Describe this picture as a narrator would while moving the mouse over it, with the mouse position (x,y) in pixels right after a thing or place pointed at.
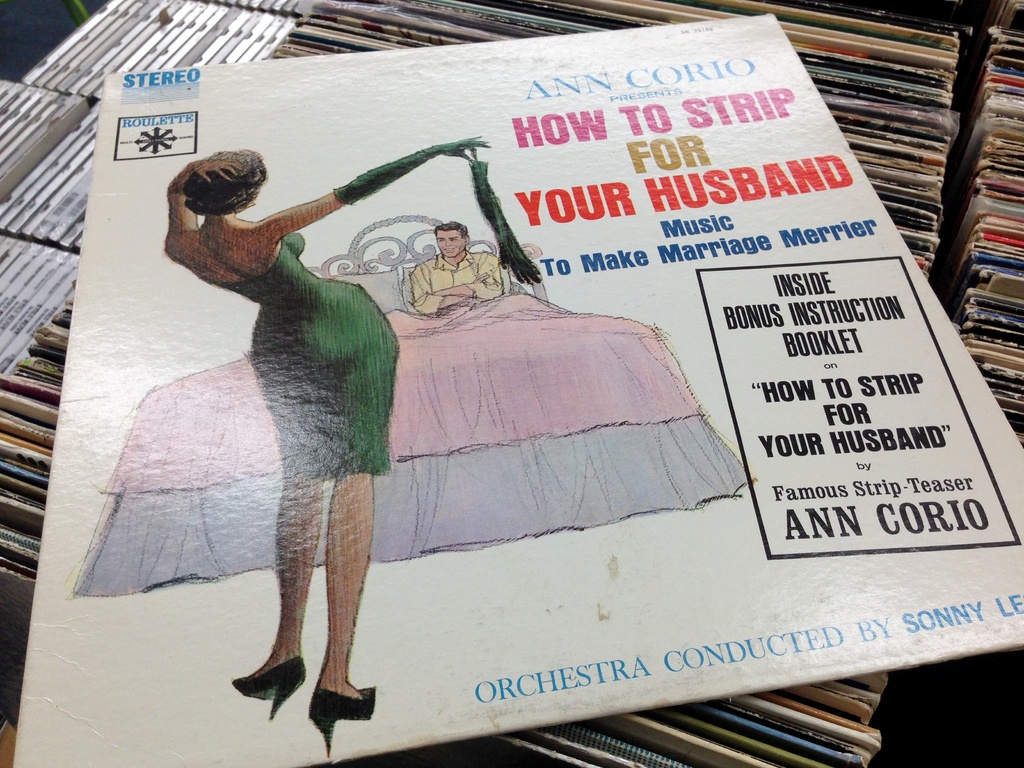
At the bottom of the image (791,737) there are many records (589,743). In the middle of the image (513,377) there is a board (441,267) with a text (637,121) on it. There is a woman (296,366) and a man (437,285) is lying on the bed (418,339).
